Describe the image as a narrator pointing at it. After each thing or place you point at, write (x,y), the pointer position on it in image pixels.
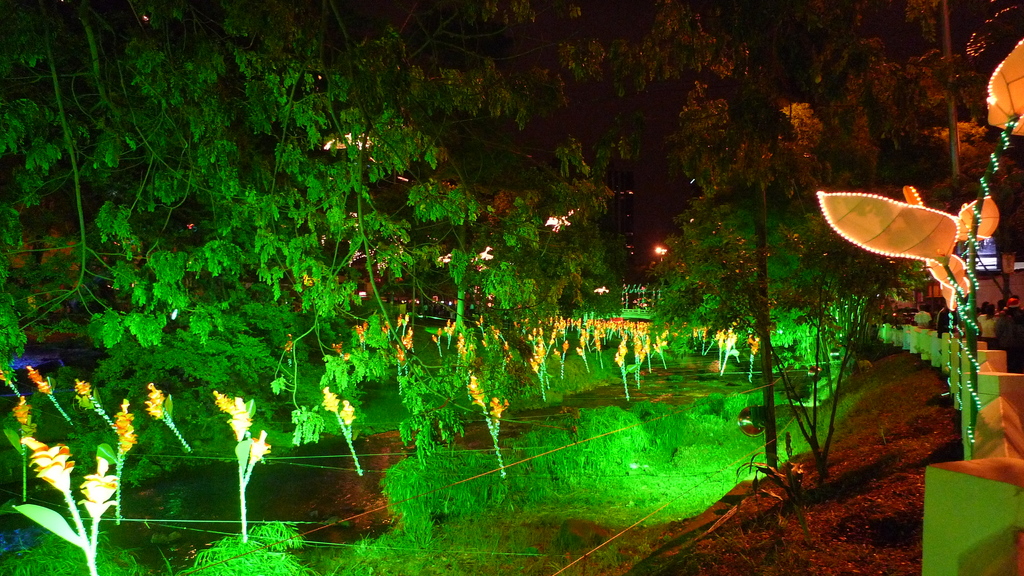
In the image we can see some trees (810,125) and poles (957,408) and lights (102,458). In the bottom right side of the image (962,392) there is a fencing (1022,573). Behind the fencing (1003,567) few people (1008,333) are standing and walking.
